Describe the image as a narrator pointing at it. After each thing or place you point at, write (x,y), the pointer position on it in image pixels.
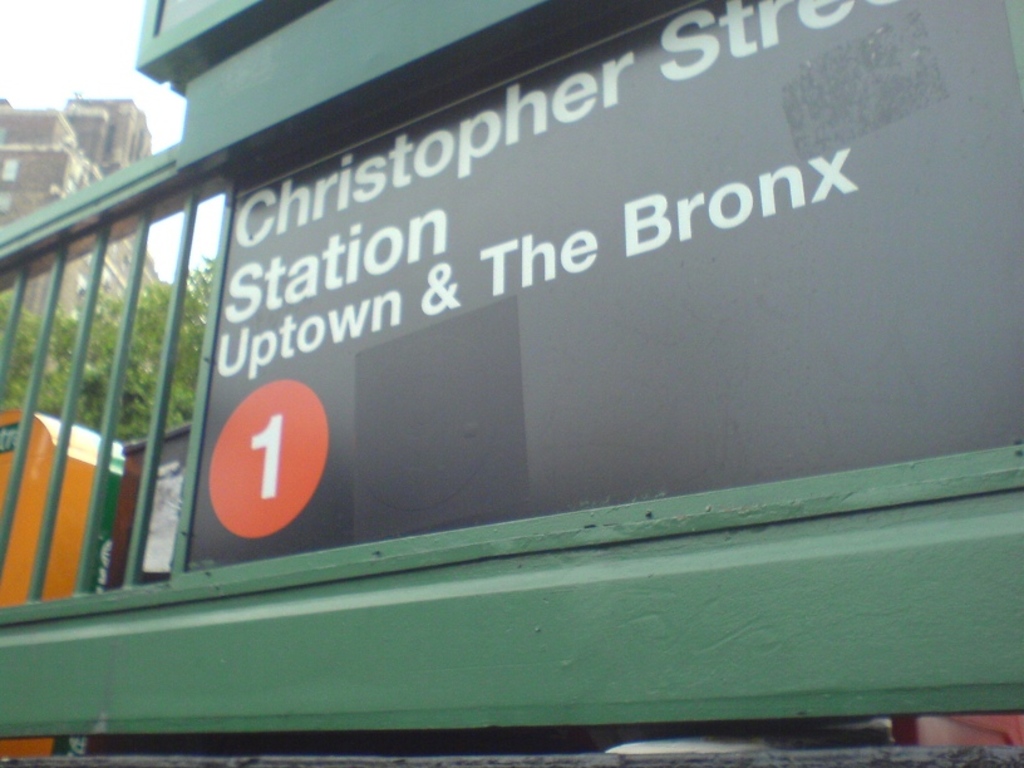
In this image we can see a board (871,21) which has some text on it and in the background (142,307) there are buildings (38,110), trees (189,413) and other objects (83,324).
